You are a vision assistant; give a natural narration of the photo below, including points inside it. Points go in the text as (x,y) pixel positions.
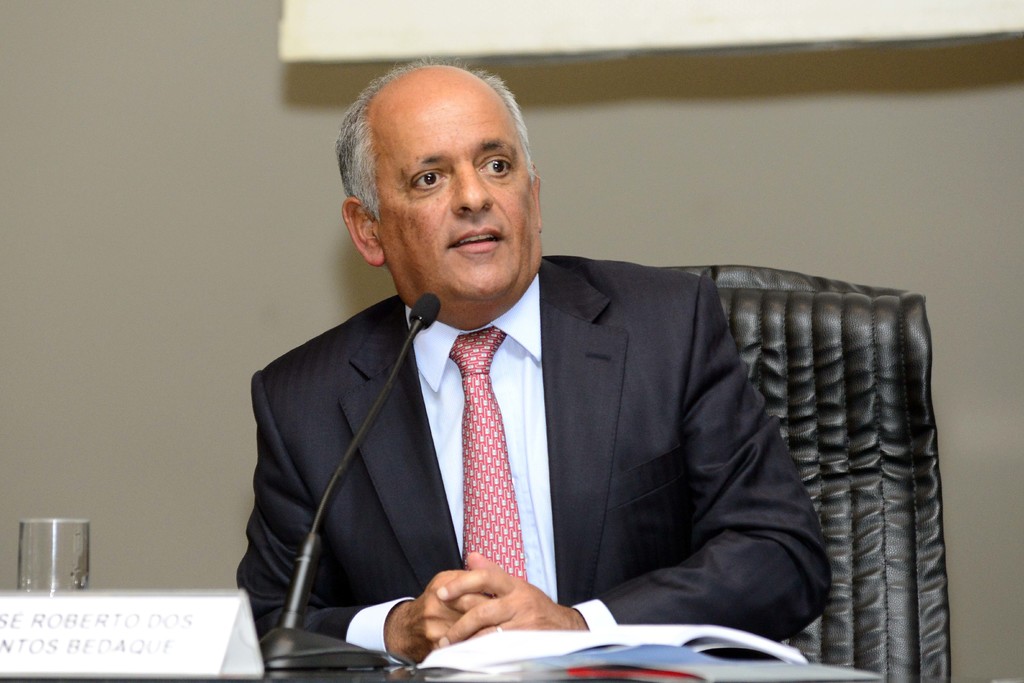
Here a man (508,373) is sitting on the chair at the table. On the table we can see a glass (60,546), mike (405,348), papers (453,664). In the background (270,273) there is a wall (743,105) and an object (743,25) on the wall (155,198).
